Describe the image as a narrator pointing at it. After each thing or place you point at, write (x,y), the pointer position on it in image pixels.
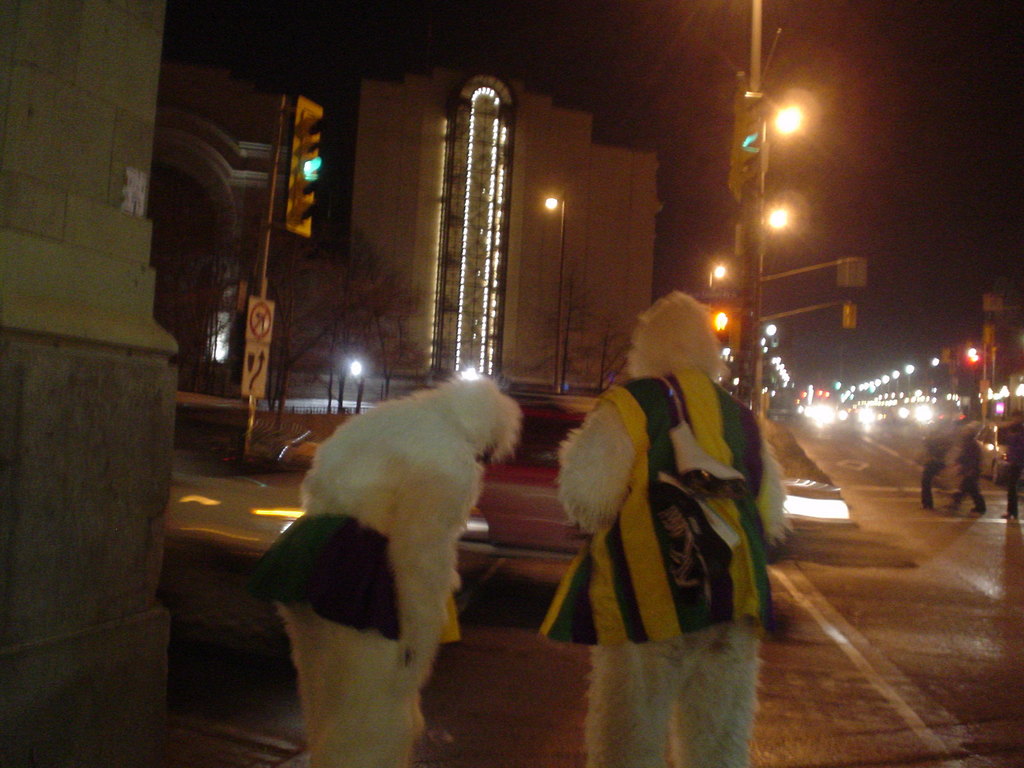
In this image, we can see two persons (747,513) wearing fancy dresses (375,541). There is a building (514,281) and some lights (491,226) in the middle of the image (494,323). There is a sign board (262,376) beside the road (993,502). There is a sky (574,39) at the top of the image (532,29). There are three persons (971,477) on the right side of the image (1010,458) walking on the road (916,527).
